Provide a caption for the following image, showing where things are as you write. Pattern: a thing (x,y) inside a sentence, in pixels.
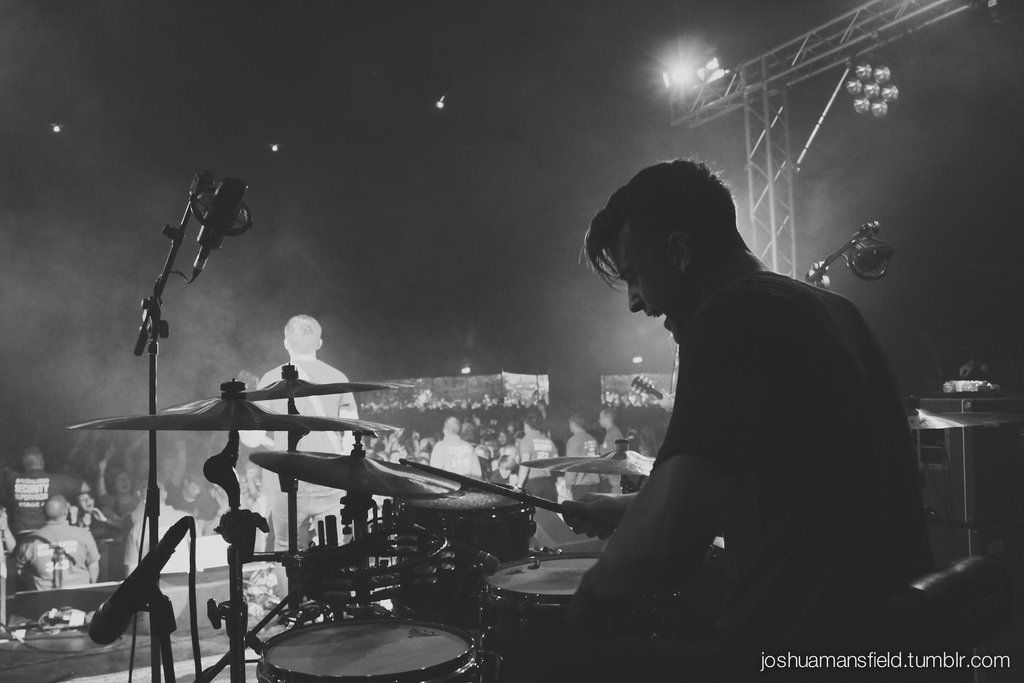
In this picture we can see group of people (515,418) and a person (665,222) is playing musical instruments (324,466) in front of the microphone (211,225), in the background (766,110) we can find few lights (680,68) and metal rods (760,88), in the bottom right hand corner (924,663) we can see some text (881,653) and it is a black and white photography.
